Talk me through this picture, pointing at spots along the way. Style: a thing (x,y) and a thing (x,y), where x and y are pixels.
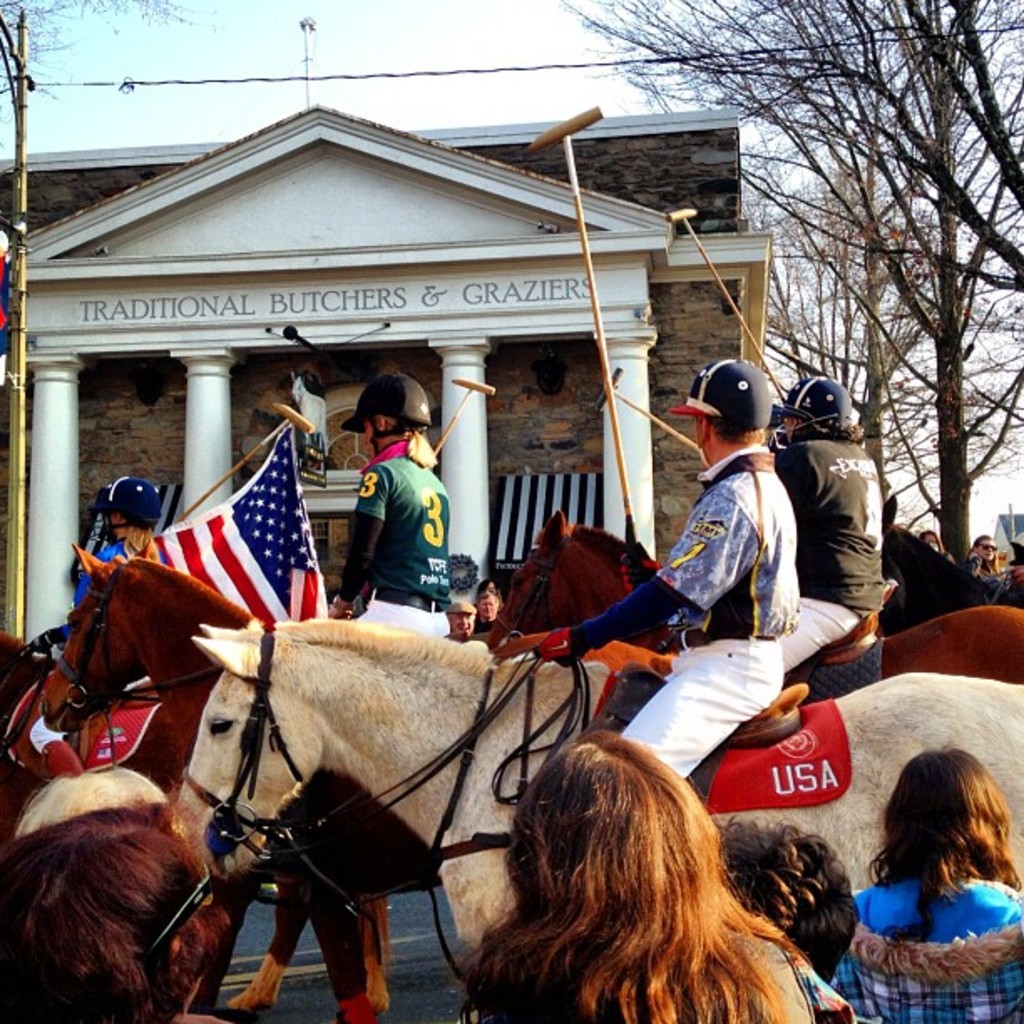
In this image there are group of people (622,629) sitting and riding the horse (489,920) in the street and there is flag (279,531), building (336,573), tree (640,72), sky (317,21) and group of people (51,825) standing near the horse (280,875).
